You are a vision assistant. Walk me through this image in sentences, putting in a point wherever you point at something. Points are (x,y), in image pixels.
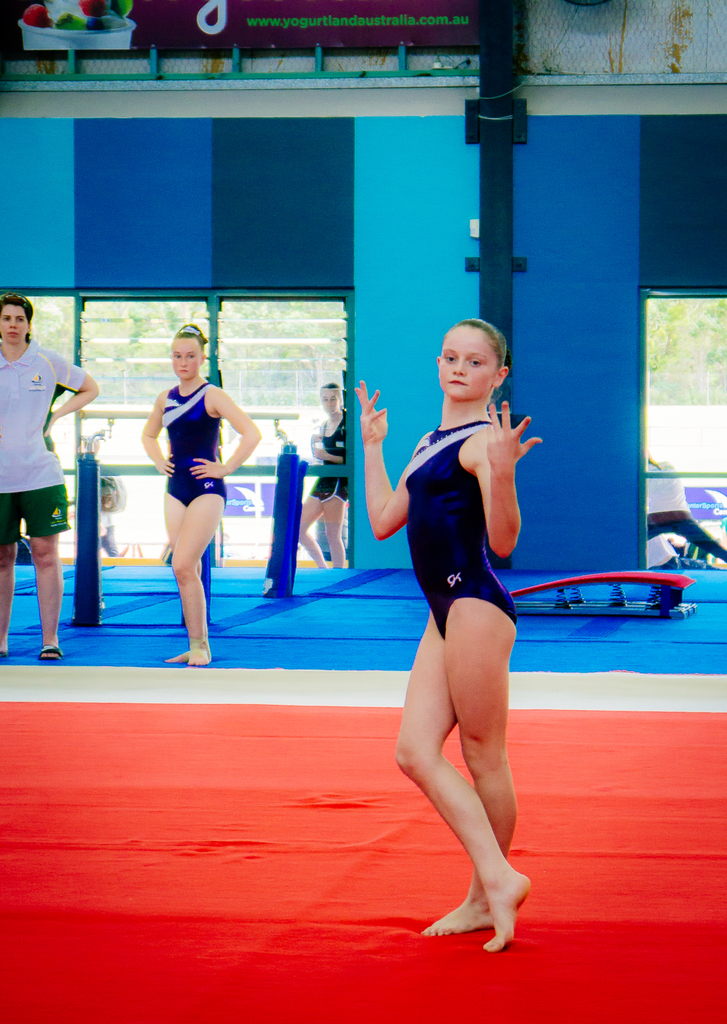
In this image there is a girl (447,609) standing on the floor (254,821). There is a carpet (244,785) on the floor (231,812). To the left (52,551) there is a man (11,386) and a woman (180,427) standing. Behind them there is a wall (328,207). There are glass doors (238,357) to the wall (570,232). Behind the door (334,374) there is a girl (329,420) standing. At the top (270,30) there is a board (242,16). There are pictures (109,26) and text (337,25) on the board (394,16). Behind the girl (468,595) there is an object (624,608) on the floor (608,624). Outside the wall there are trees (243,330).
